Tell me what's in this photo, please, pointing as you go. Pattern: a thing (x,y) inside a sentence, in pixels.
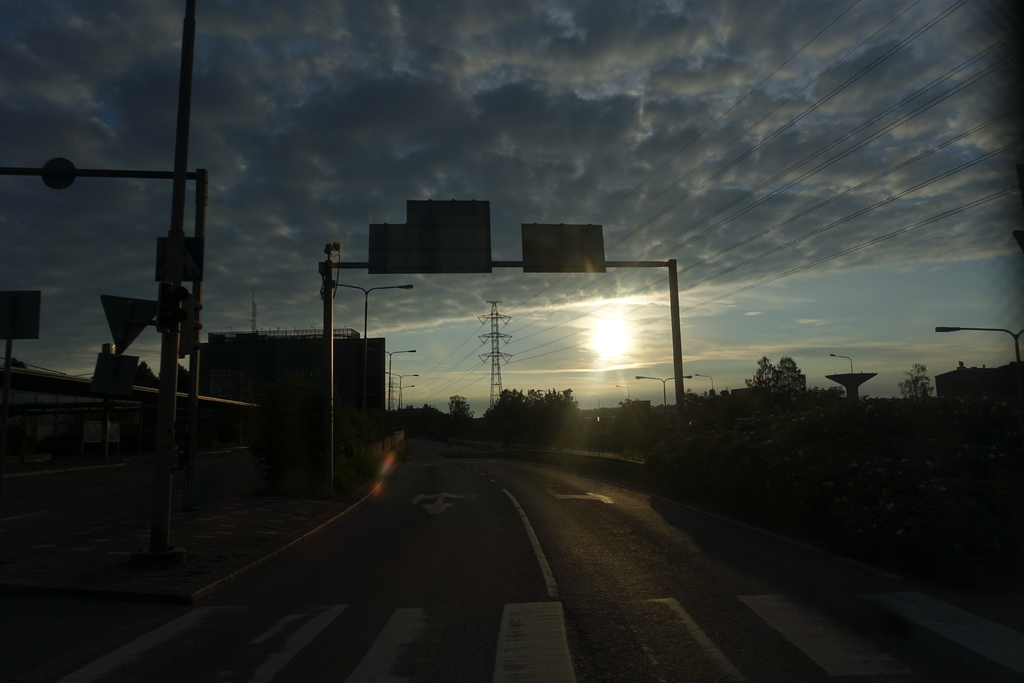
In this image at the bottom (295,522) there is a walkway (863,596) and on the right side (882,440) there are some trees (713,425), poles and lights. And in the center (523,271) there are some poles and boards (540,269), on the left side (204,418) there are some houses (226,402), poles (328,389), boards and some lights (405,378). In the center (492,345) there is one tower (496,317) and some wires (838,252). On the top of the image (626,118) there is sky (723,102).
